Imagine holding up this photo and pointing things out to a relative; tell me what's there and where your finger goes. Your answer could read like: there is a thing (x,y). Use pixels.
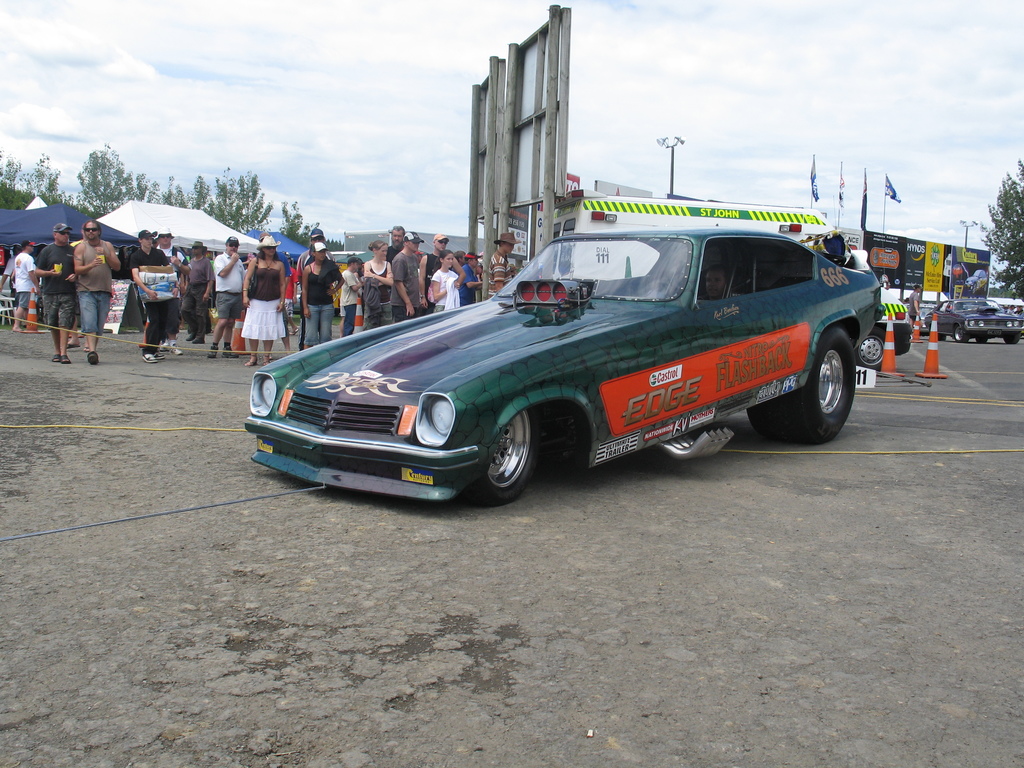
The picture is taken outside a city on the road (929,476). In the foreground of the picture (608,375) there is a car (609,348). In the center of the picture (364,286) there are people (202,270), tents (187,225), hoardings (937,270), flags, cars (944,315), indicators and a street light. Sky (355,106) is cloudy.
